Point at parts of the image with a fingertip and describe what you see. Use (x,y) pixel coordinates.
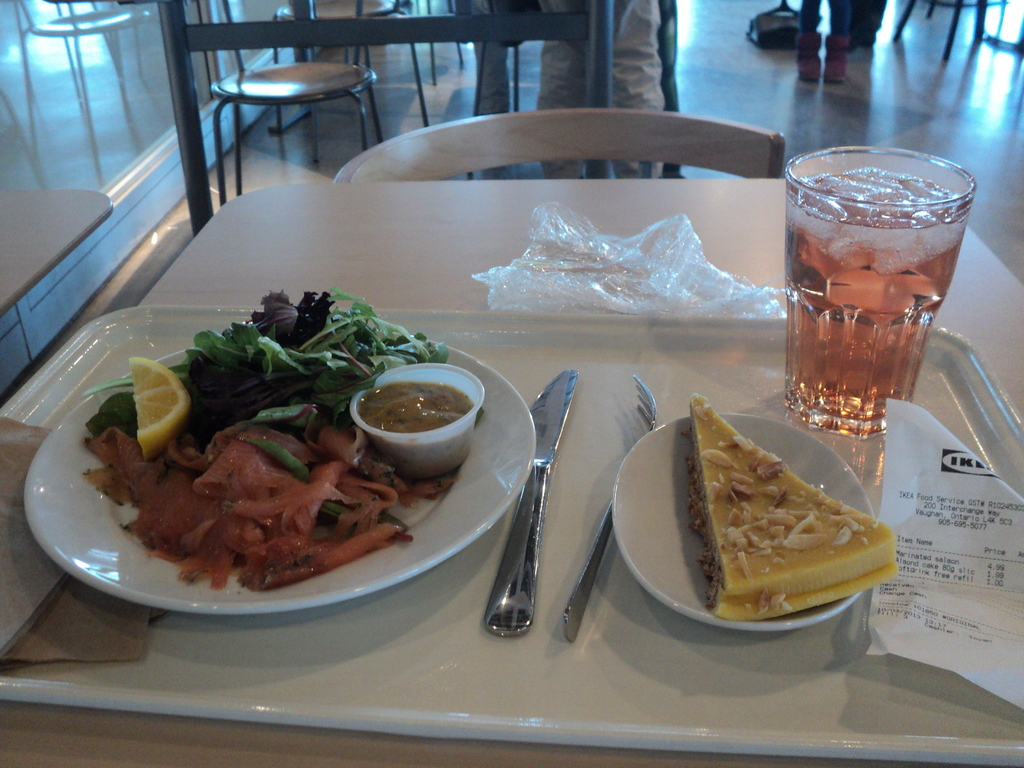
The picture is taken in a restaurant (627,204). In the foreground of the picture (303,233) there are table (600,208), chair (557,154), tray (628,356), plate (464,519), glass (808,343), drink (844,301), knife (508,573), fork (587,570), paper (987,559), cover (664,261), tissues (21,593) and food items (385,321). In the background (571,62) there are chairs (289,79), tables (276,38), people (650,54) and other objects (335,29). On the left (29,263) there are table (35,235) and glass window (52,66).
